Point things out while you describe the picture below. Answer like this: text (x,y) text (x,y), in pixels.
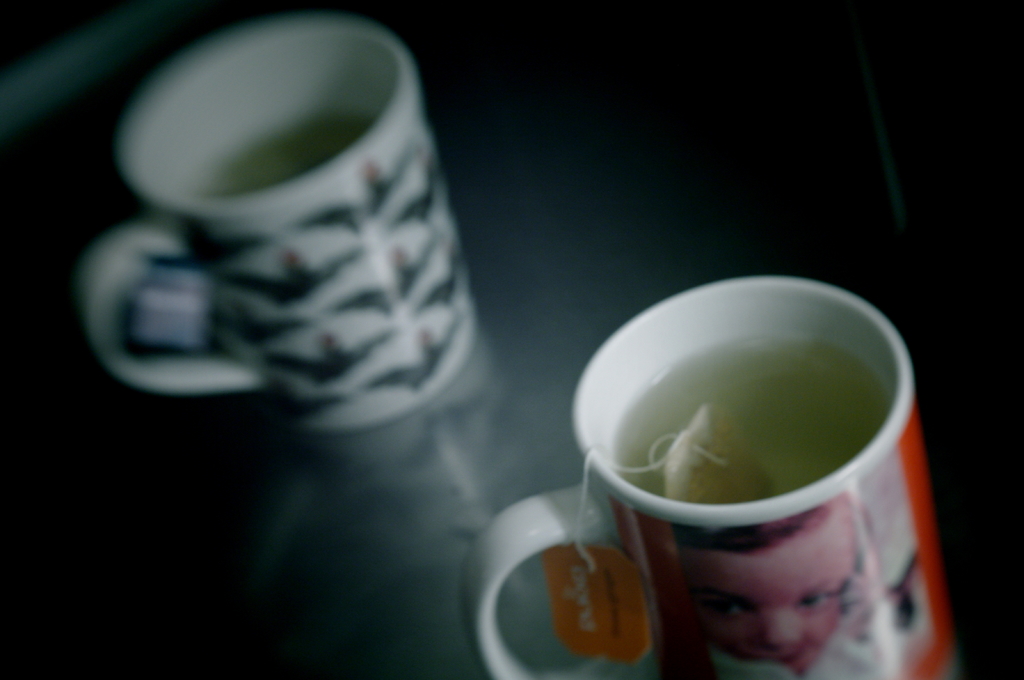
This image is taken indoors. At the bottom of the image (210,535) there is a table (429,439) with two cups (372,274) of tea (232,182) on it.
